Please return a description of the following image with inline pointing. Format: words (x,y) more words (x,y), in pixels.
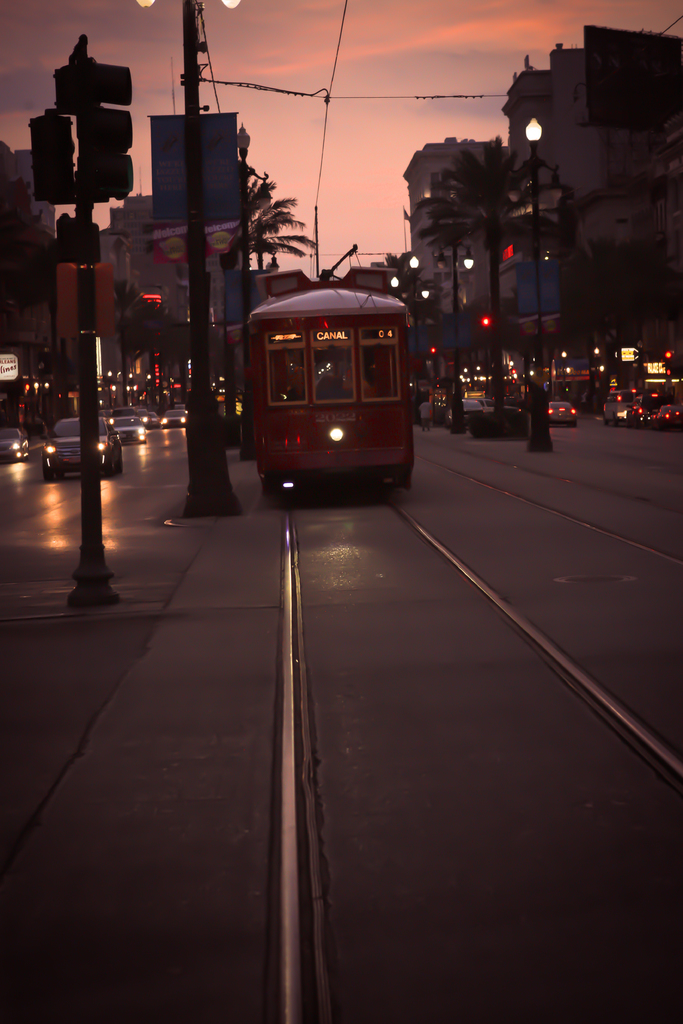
In this image I can see the road (514,653). On the road (527,663) there are many vehicles (521,410). To the side of the road (507,500) I can see the poles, trees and the train (315,400) on the track (392,677). In the background (140,355) I can see many buildings (637,375) and the sky (381,83).
